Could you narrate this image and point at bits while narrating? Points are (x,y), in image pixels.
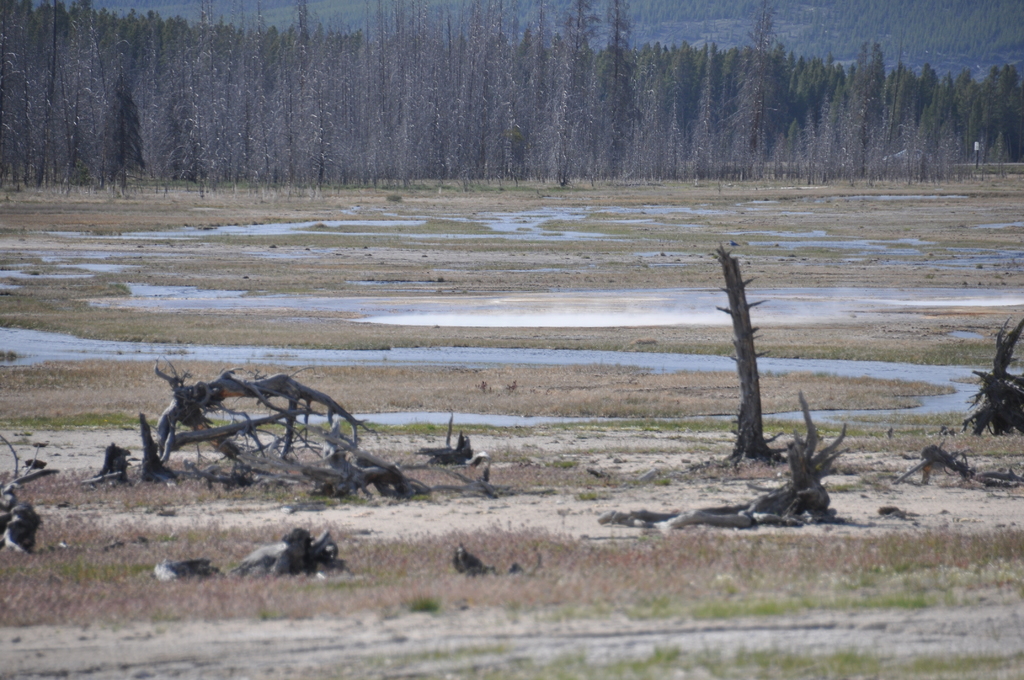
In this image I can see the ground (728,537), some grass (555,330) on the ground (744,538) and the water (579,305). In the background (849,98) I can see few trees (703,64) which are green and brown in color.
